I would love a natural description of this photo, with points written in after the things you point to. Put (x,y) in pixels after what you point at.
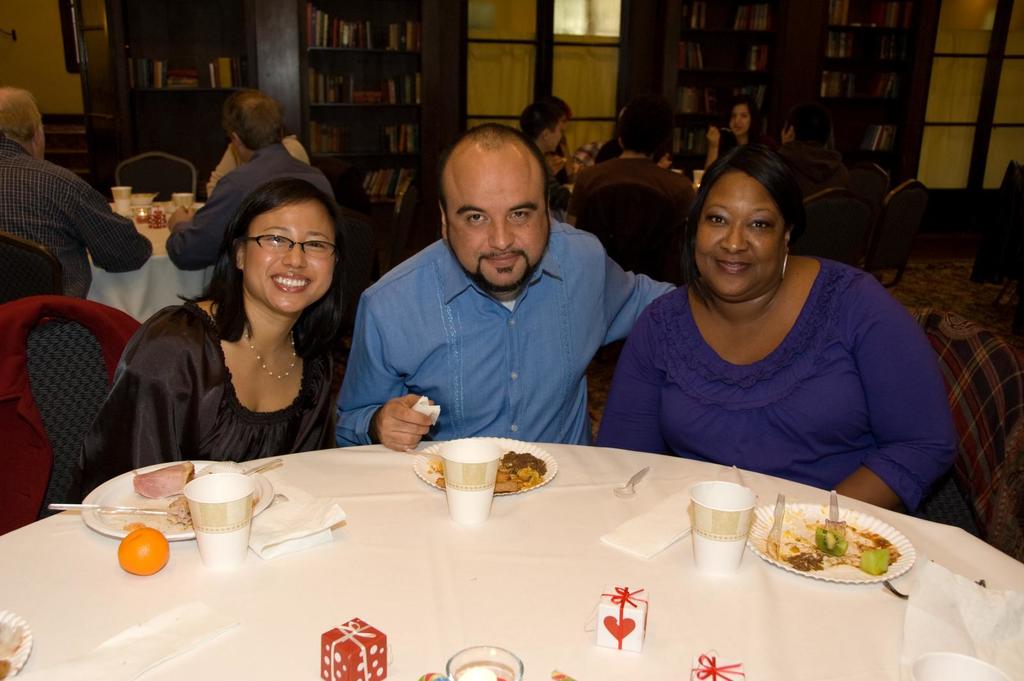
In the middle (485,337) there is a man (485,337) he wear blue shirt (535,323). On the right (796,370) there is a woman (760,367) she wear violet dress (844,402). On the left (201,384) there is a woman (204,422) she wear black dress (219,409), she is smiling her hair (229,293) is short. In the middle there is a table (488,567) covered with cloth (294,580) on that table (559,578) there are plates (119,482), cups (732,567) and some other items (259,519). In the back ground (817,121) there are two tables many chairs (130,166) and people (595,180) sitting on the chairs (183,186). I think this is a restaurant (545,56). In the background (746,57) there is a cup board (746,57) and books (391,45).
